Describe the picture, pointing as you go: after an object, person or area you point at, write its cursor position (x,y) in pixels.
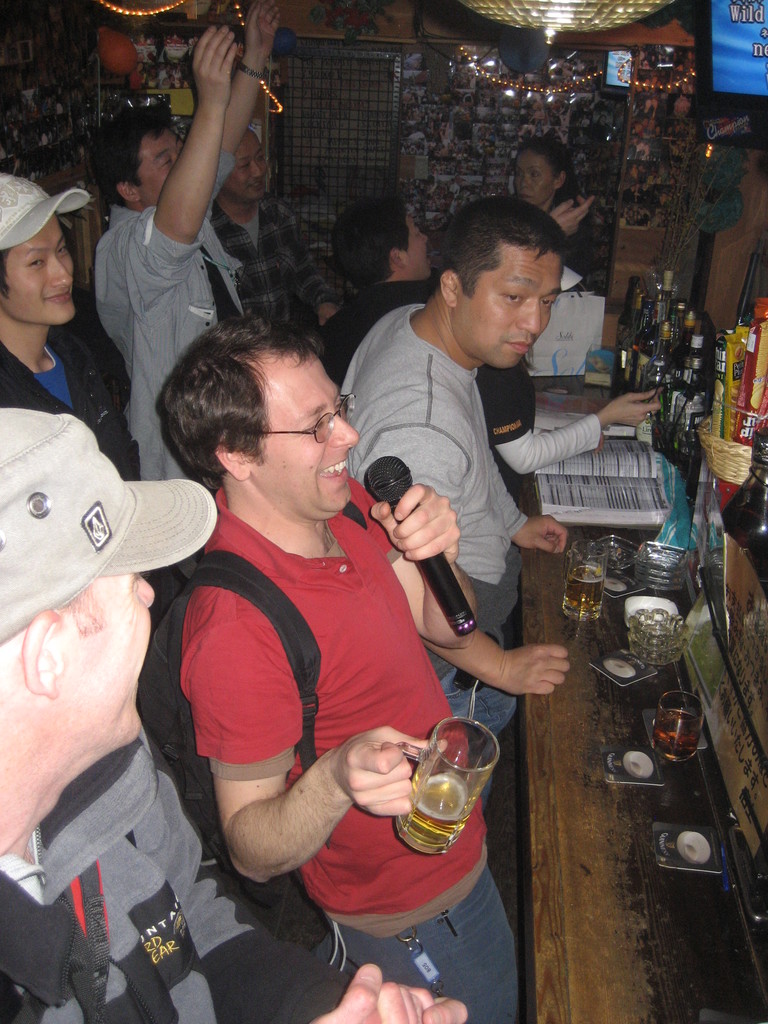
In this image I can see few people (499,589) are standing. Here I can see two of them are wearing caps (5,214). I can also see smile on few faces (56,305) and here he is holding a glass (459,767), a mic (391,501) and wearing a specs (306,433). On this table (624,616) I can see few glasses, a book (569,497) and few bottles (669,342).
